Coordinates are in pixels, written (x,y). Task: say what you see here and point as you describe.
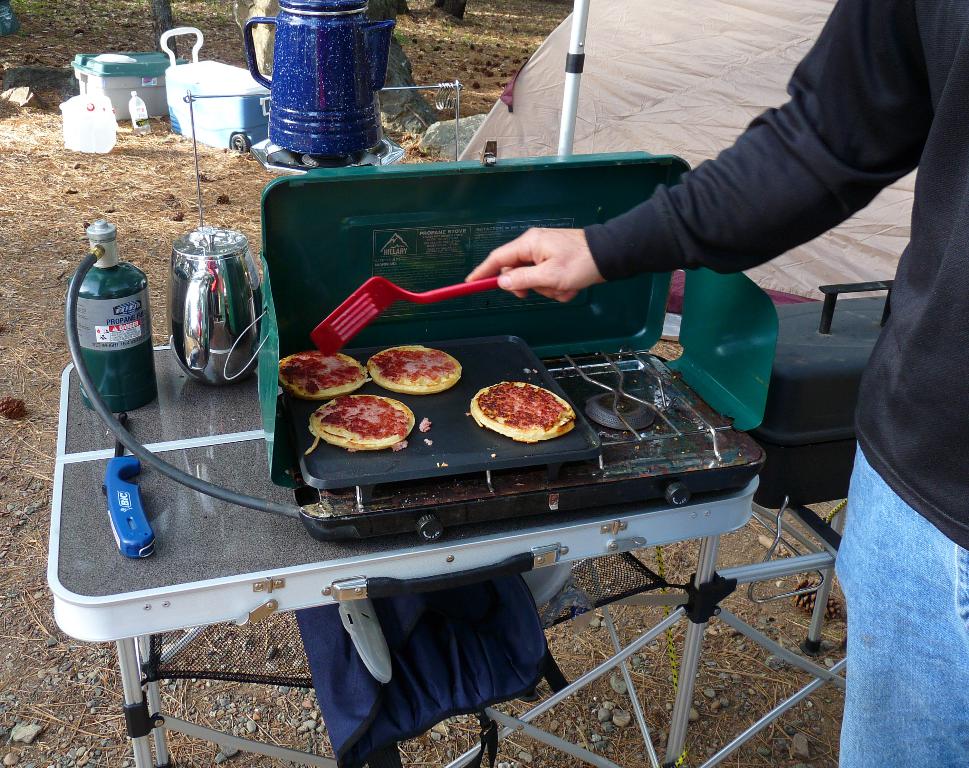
In this picture, we can see the ground (36,480) with some objects (141,755) on it like tables (638,528), box (231,102), container (115,92), bottle (135,104), tent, and we can see some objects (494,466) on the table (158,395) like jars (197,357), mobile stove (661,409), and we can see pole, grass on the ground (466,43).
